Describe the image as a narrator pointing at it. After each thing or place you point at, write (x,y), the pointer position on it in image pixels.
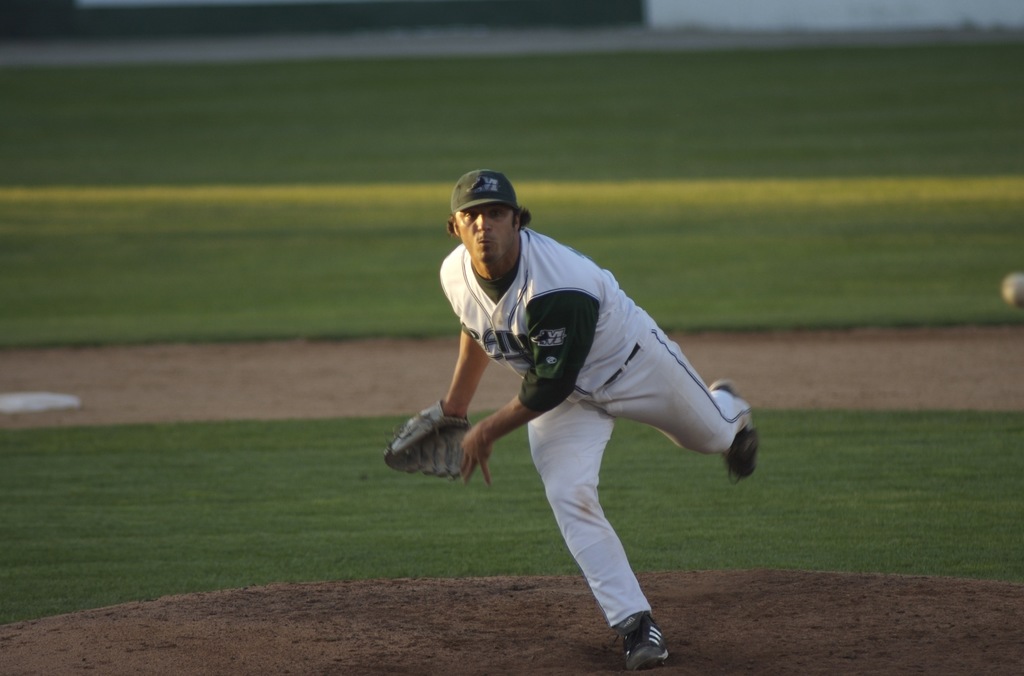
In the image a man (736,398) is standing. Behind him there is grass (575,64).
